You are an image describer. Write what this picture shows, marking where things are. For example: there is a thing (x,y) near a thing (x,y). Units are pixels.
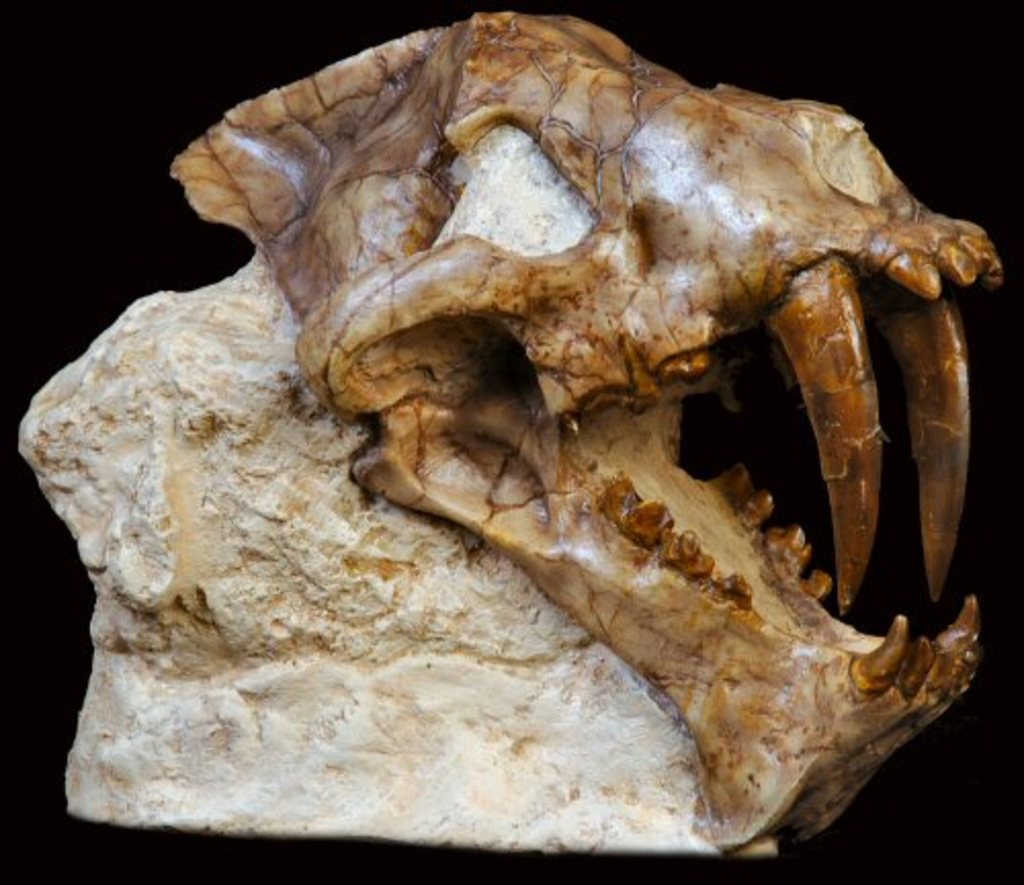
In this picture I can see a fossil (350,322) of an animal (510,368) and I see that it is dark in the background (90,207).
